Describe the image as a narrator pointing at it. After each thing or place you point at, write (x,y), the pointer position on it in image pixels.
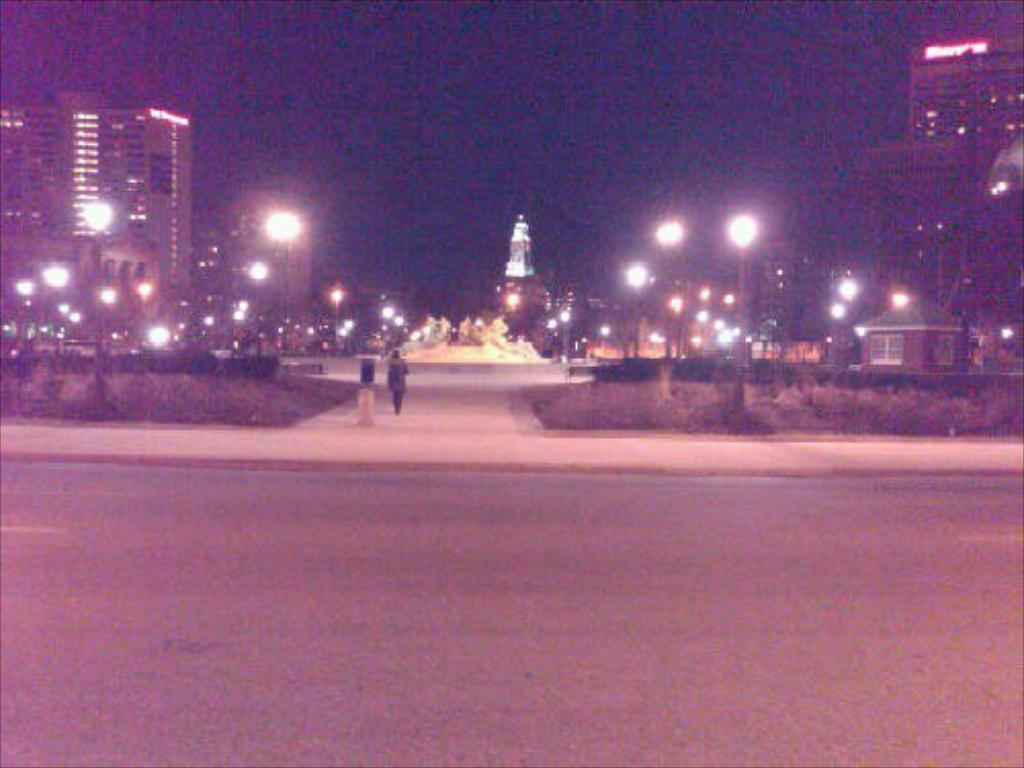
This image is taken at night time. In this image there is a person (396,403) walking on the path (408,399) and there is a statue (433,357), buildings (15,265), street lights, poles (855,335) and the background (617,121) is dark.
